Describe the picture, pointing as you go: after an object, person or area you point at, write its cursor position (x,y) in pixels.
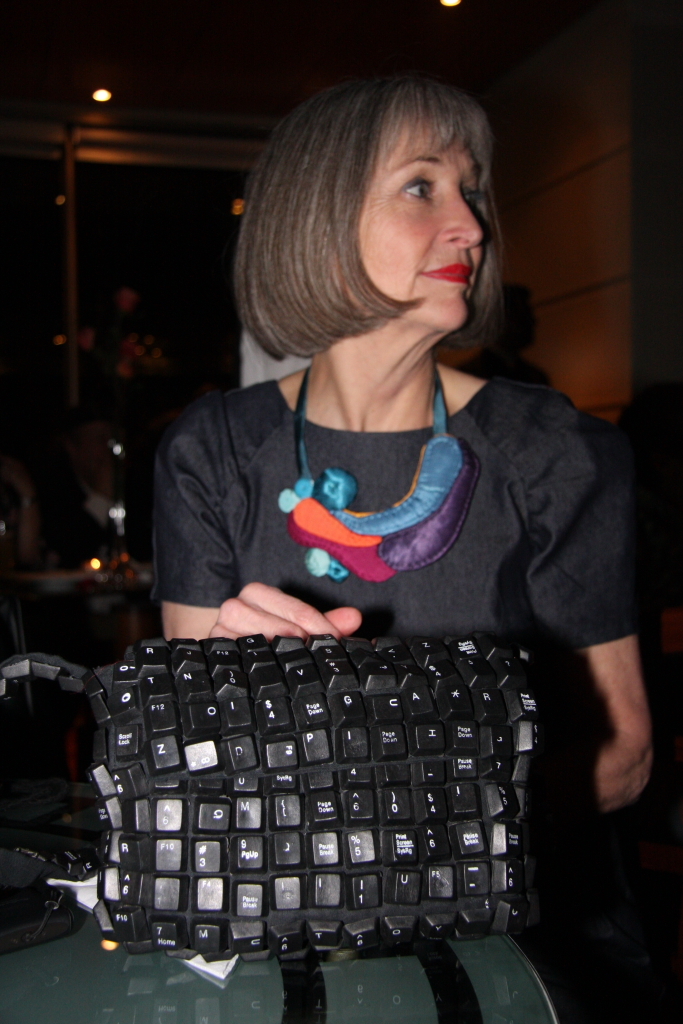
In the image we can see a woman (239,539) wearing clothes (236,568) and neck chain (320,538), the woman (336,532) is smiling. This is a handbag (392,752), window (131,375) and light (96,91). Behind her there is another person (512,343) standing and wearing clothes (509,362).
